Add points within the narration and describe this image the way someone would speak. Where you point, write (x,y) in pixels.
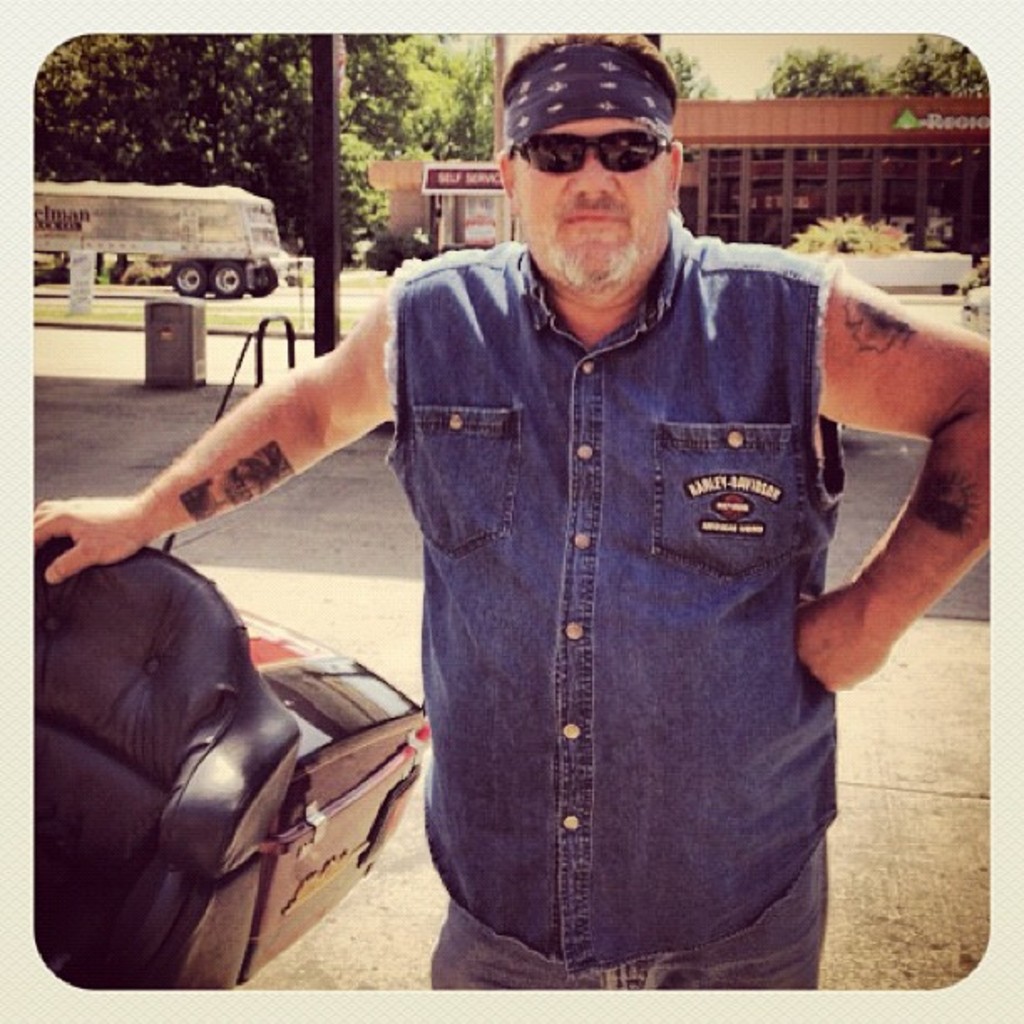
In this image I can see a person (716,542) standing, wearing goggles (547,151) and headband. There are poles (322,202), trees (429,139) and buildings (793,216) at the back (281,109). There is sky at the top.
